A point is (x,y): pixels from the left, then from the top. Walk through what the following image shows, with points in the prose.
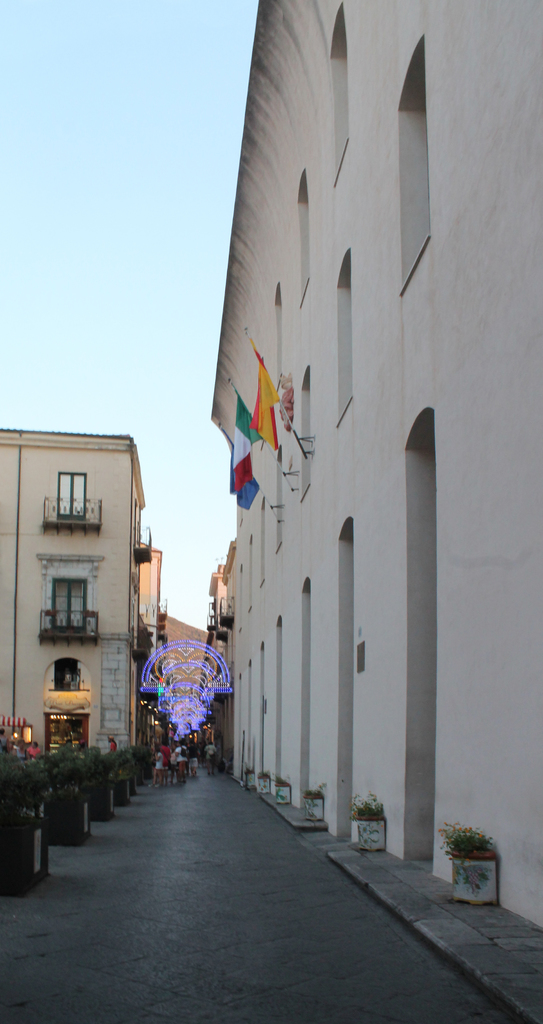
In this picture there are buildings (299,461) and there are group of people (171,771) on the road (164,823) and there are flags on the building (452,422) and there are plants (139,762) on the footpath (529,930) and on the road (123,896). At the top (79,101) there is sky (163,162). At the bottom (179,914) there is a road (182,867).
